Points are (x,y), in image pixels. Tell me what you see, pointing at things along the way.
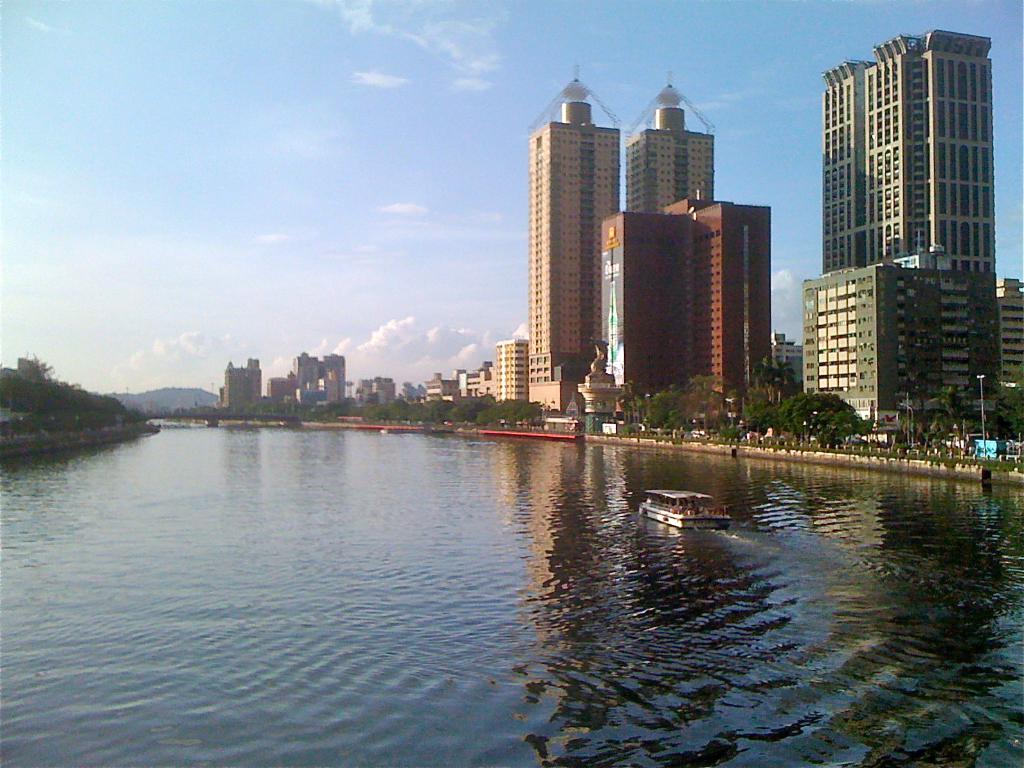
In the foreground of the picture (288,553) there is a river (238,529), in the river (684,528) there is a boat (660,497). In the center of the picture (673,407) towards right (898,310) there are skyscrapers (836,207), buildings (865,412), poles (912,424), trees (775,419), railing (876,452) and other objects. In the center of the picture (354,374) towards left (199,386) there are buildings (239,380), trees (4,403) and hill (190,403). Sky (177,198) is sunny.
